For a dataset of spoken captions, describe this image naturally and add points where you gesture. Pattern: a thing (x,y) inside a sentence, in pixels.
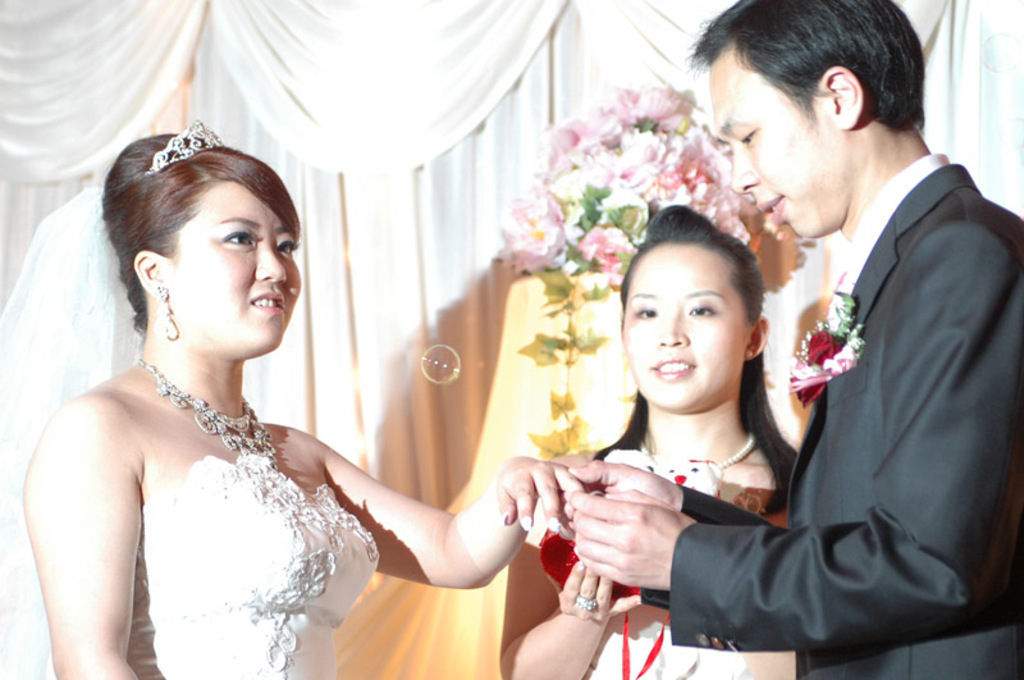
In this picture we can see a man (603,469) is holding a hand (544,471) of a lady (229,464). In the center of the image (672,315) a lady (650,617) is standing and holding an object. In the background of the image (467,277) we can see curtain (419,250), flowers (602,215), leaves (590,190).
